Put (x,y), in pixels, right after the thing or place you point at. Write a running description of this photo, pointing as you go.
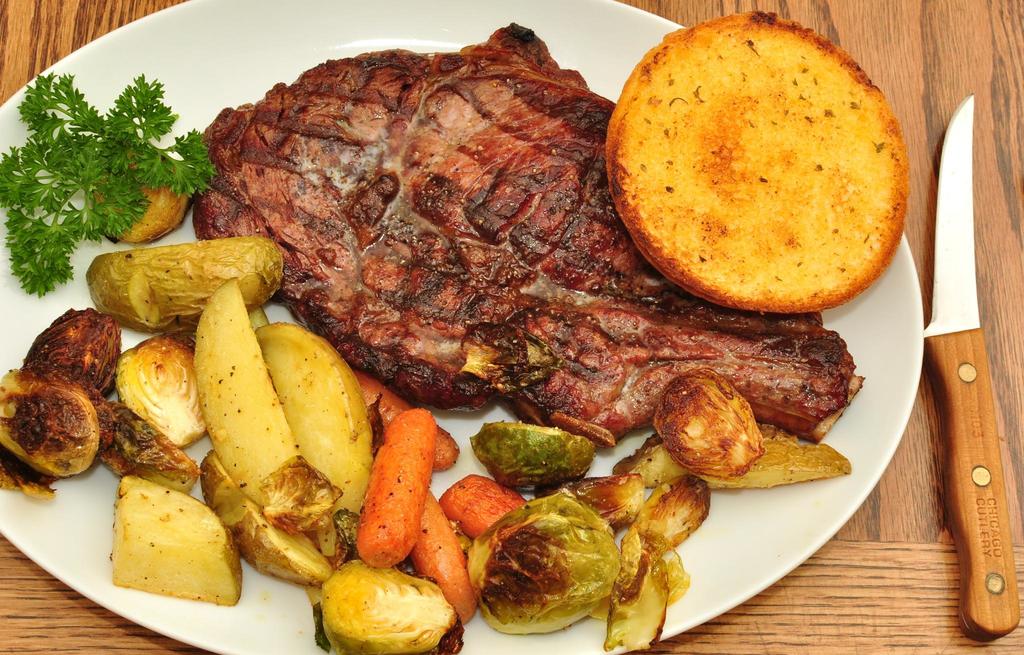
In this image there is a plate (867,347) and a knife (943,331) on the table (925,49). On the plate (155,59) there are carrots (439,547), potato slices (271,425), leafy vegetable (122,207) and some food (509,349).
